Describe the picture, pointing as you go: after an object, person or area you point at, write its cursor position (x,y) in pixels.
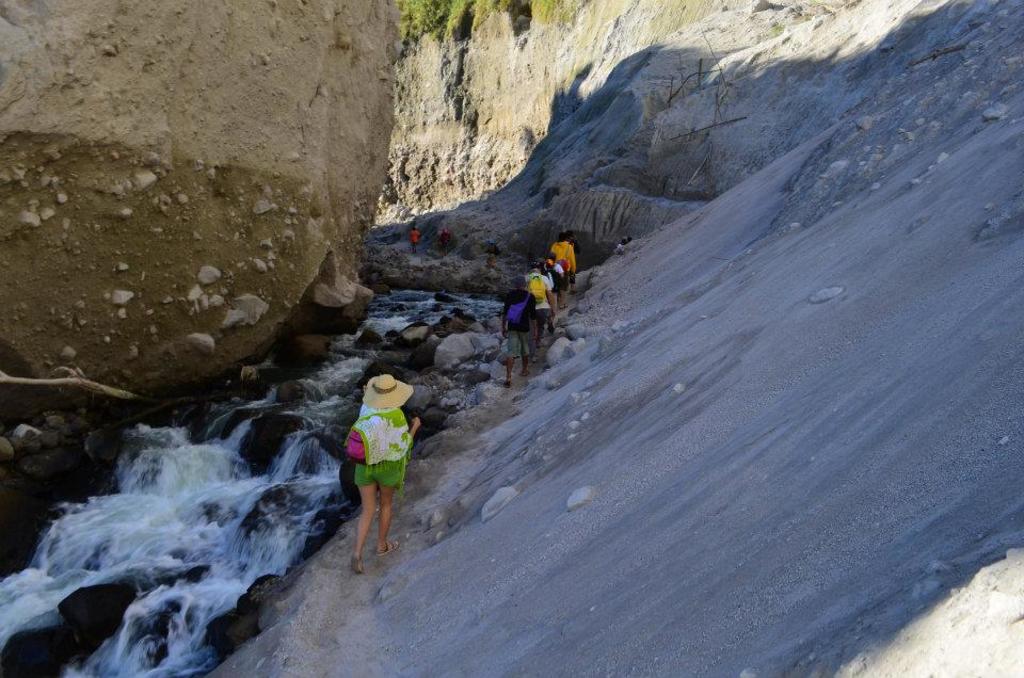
In this image I can see people (369,490) are standing. On the left side (236,479) I can see water (358,367). I can also see rocks (208,265) and a mountain (675,114).
